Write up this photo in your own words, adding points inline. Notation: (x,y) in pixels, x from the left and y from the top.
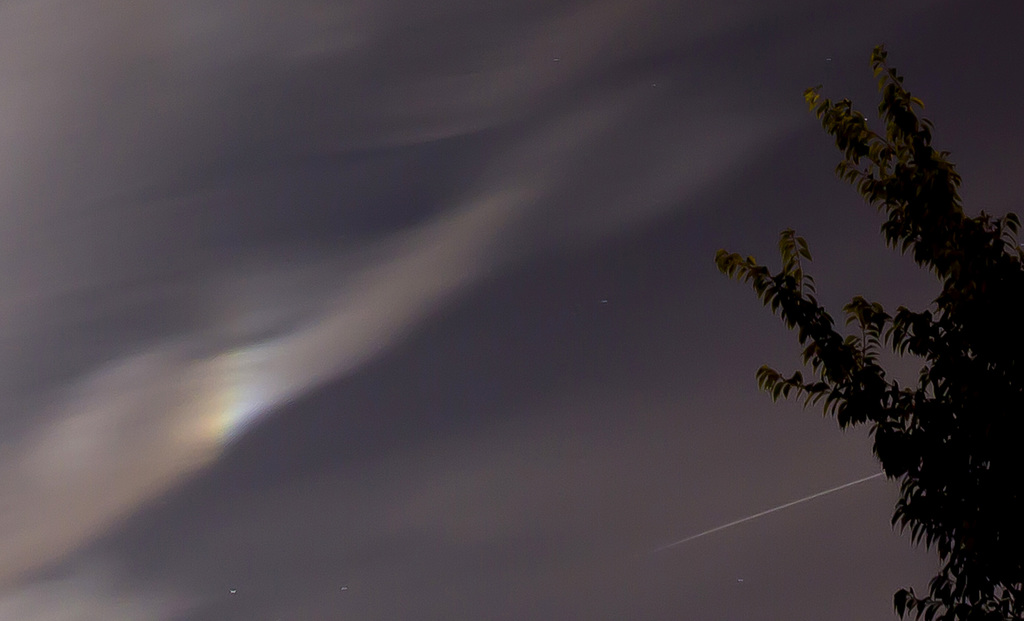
In this image we can see a tree (947,384) at the right side of the image (943,415). There is the cloudy sky (478,377) in the image.
